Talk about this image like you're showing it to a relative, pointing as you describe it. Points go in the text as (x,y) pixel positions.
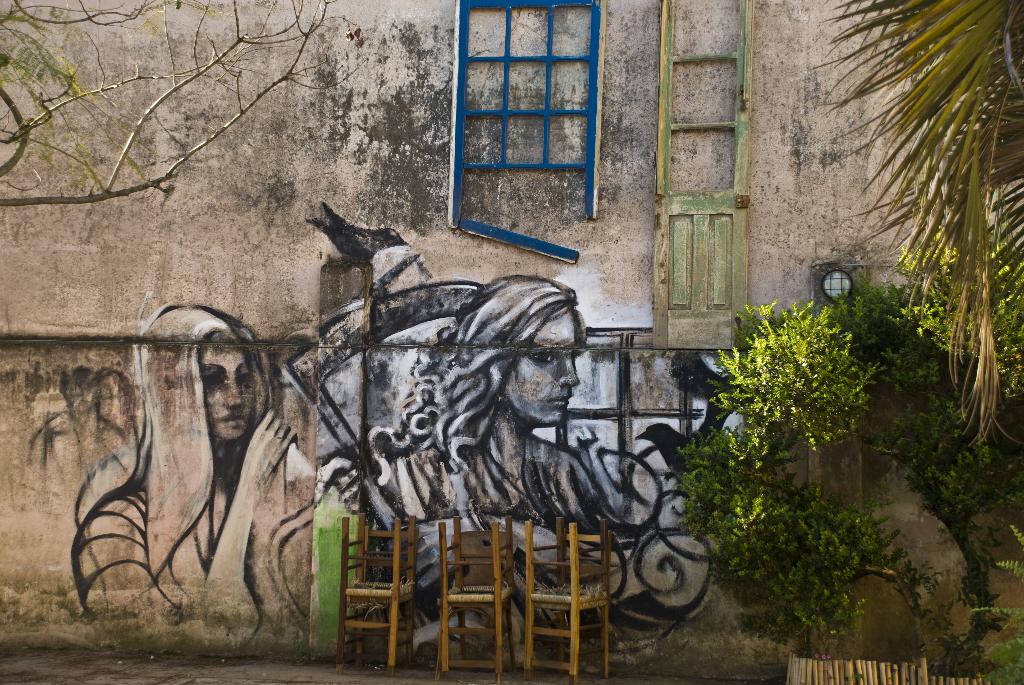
In the picture we can see a part of the building wall (25,426) and on the wall (226,242) we can see the some painting (636,528) and beside it we can see a part of the tree (999,122).
